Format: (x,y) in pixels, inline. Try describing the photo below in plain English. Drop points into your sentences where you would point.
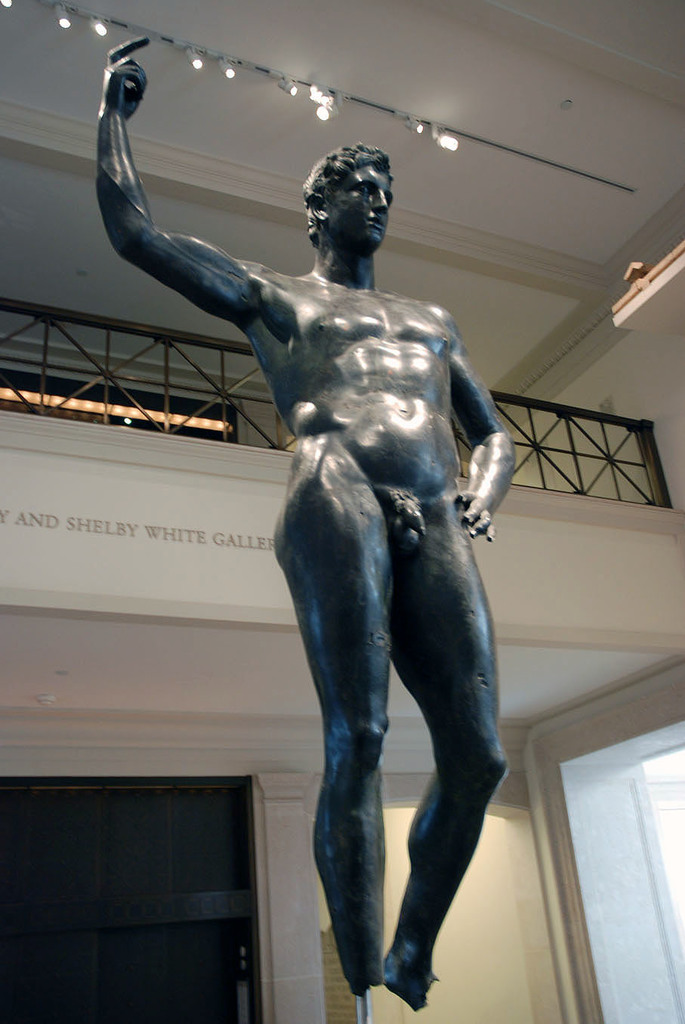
In the image there is a sculpture (377,700) and behind the sculpture (365,465) there is a railing (162,336).
